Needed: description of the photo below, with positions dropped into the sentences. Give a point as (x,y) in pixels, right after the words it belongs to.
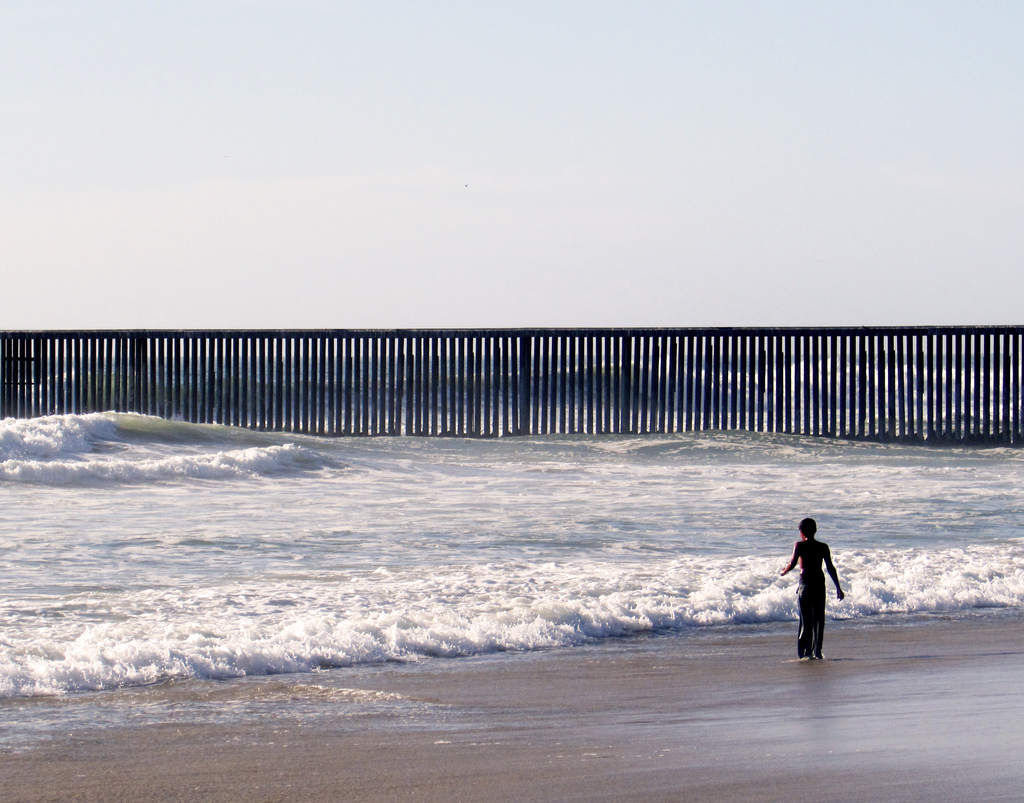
In this picture there is a person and we can see water (193,651) and fence (69,375). In the background of the image (686,319) we can see the sky (689,190).
